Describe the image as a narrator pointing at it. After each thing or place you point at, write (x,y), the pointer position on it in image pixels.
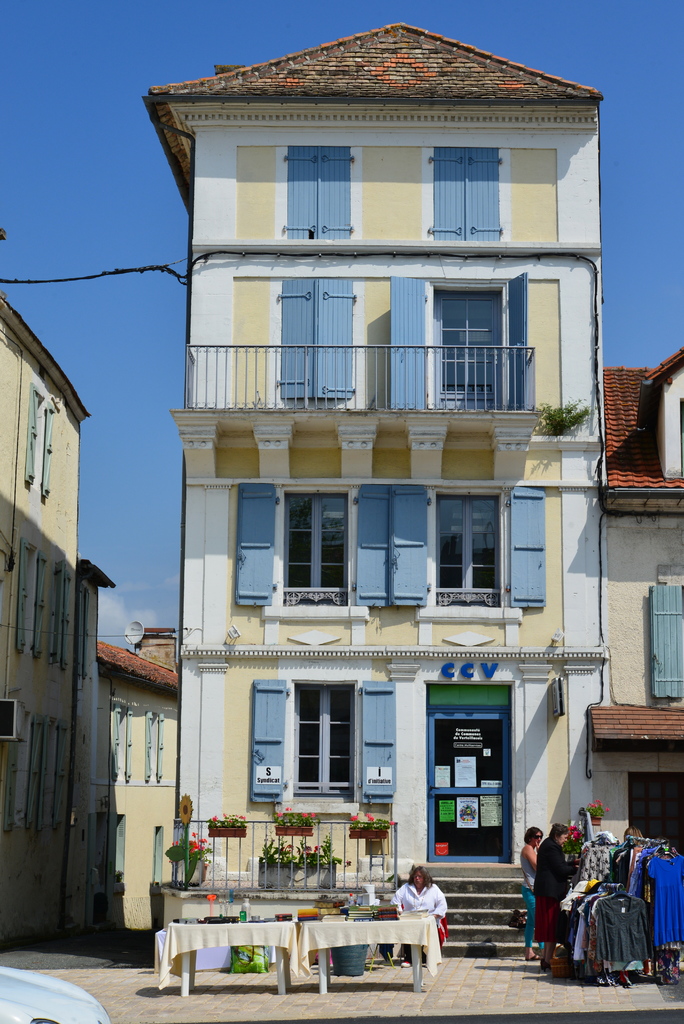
There is a building (537,819) and hanger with clothes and there are two women (564,894) standing in front of that.
